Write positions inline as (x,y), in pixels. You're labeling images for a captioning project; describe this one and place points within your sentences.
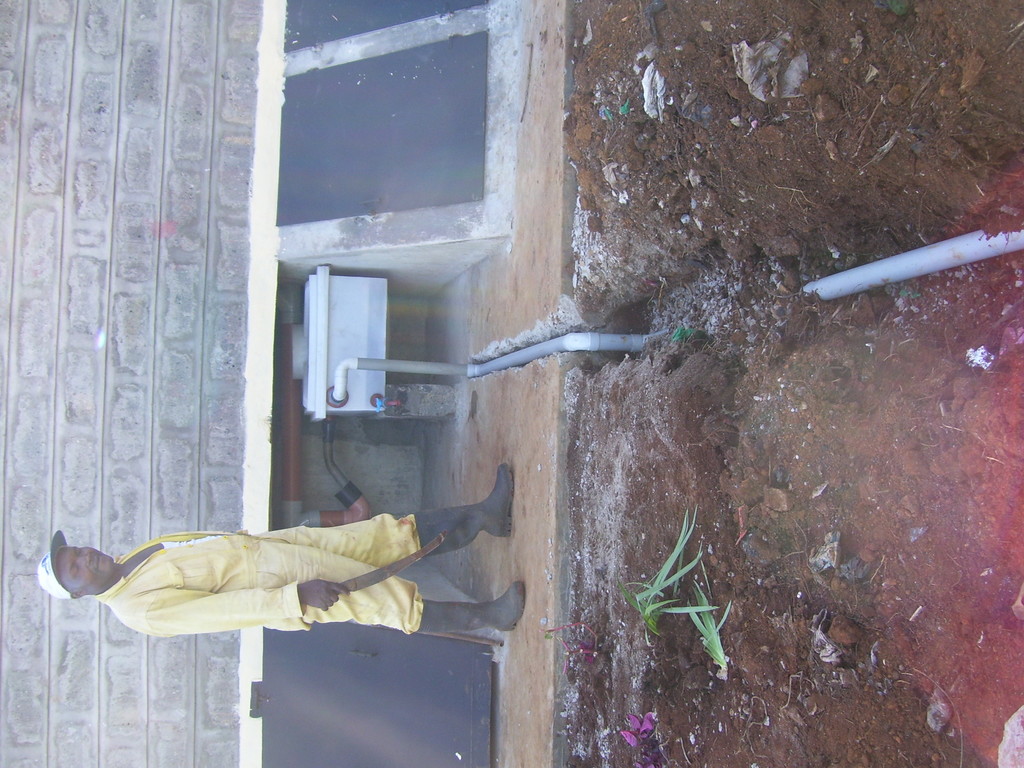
A person (493,620) is standing wearing a white cap (54,545) and yellow dress (201,588). Behind him there is a stonewall (113,235) and a pipe (906,265).
